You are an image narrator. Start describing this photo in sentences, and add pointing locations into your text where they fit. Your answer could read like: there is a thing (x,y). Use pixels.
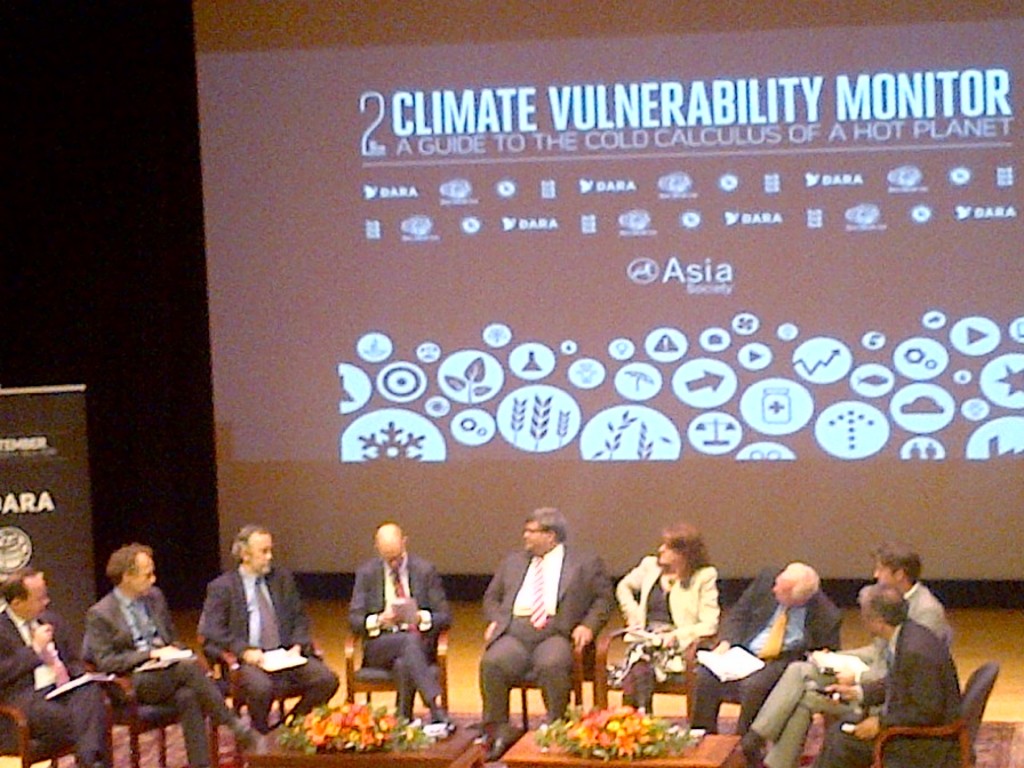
In the foreground of this image (697,650), there are people (375,622) sitting on the chairs (873,767), holding few objects (845,669). In front of them, there are flowers (389,733), leaves (648,750) and few objects (439,728) on the tables (461,753). In the background (59,447), there is a banner (68,477) on the left (62,459) and a screen (460,176).
